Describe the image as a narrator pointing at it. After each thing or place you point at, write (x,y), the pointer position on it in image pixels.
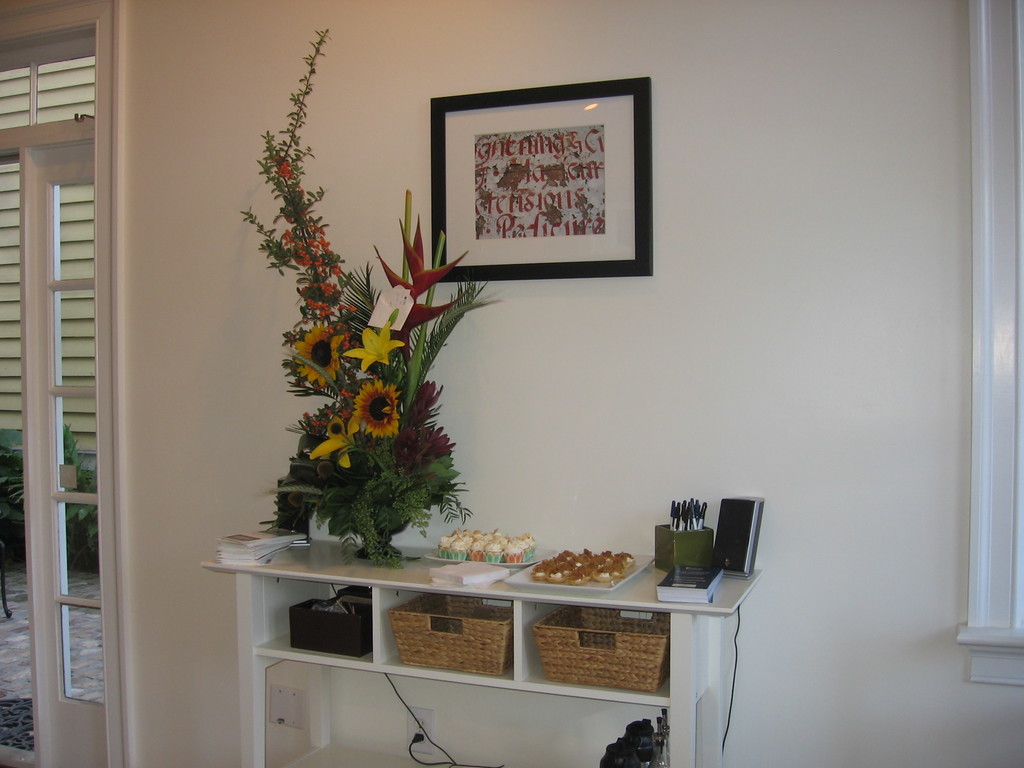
As we can see in the image there is white color wall (767,309), photo frame (517,188), door (49,422) and bouquet (325,428).
